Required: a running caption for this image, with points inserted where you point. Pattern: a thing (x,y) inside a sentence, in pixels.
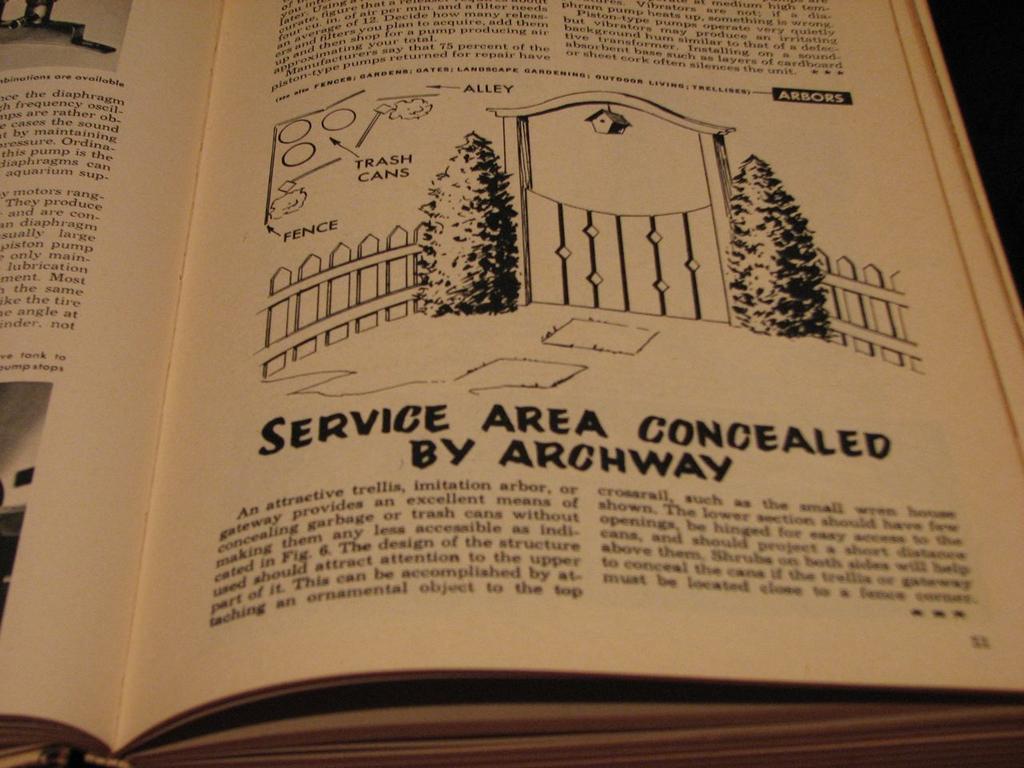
This is a picture of a book (608,187). In the center of the picture (472,333) there is a drawing (482,219) of trees (466,252), fencing (331,290) and gate (630,252). In the picture there is text (62,177).
